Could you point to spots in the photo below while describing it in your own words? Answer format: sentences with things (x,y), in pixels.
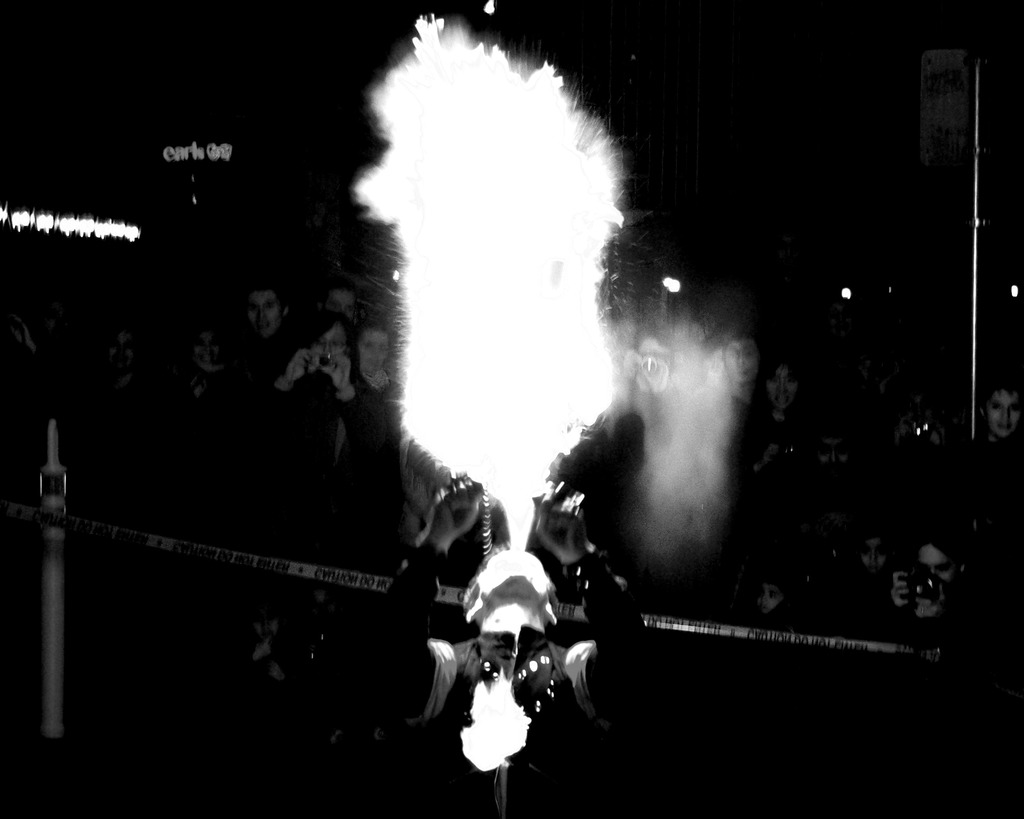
It is a black and white picture. At the bottom of the image (538,665), we can see a person (456,700). Here there is a caution tape (92,525) and pole (53,540). Background (753,474) we can see a group of people (225,531). Few people (936,402) are holding cameras (921,418). Top of the image (684,180), we can see dark view, lights (14,211), pole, board (940,150) and some text (191,149).
